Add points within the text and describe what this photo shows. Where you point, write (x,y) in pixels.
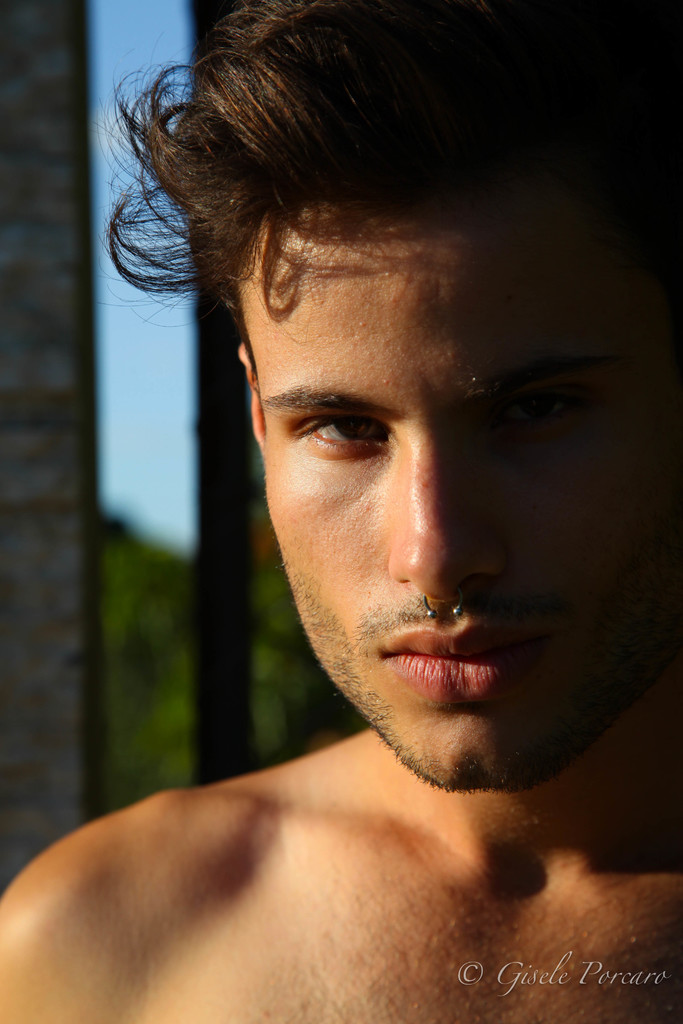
In this image we can see a person (383,671), and the background is blurred, also we can see the text (575,967) on the image.
